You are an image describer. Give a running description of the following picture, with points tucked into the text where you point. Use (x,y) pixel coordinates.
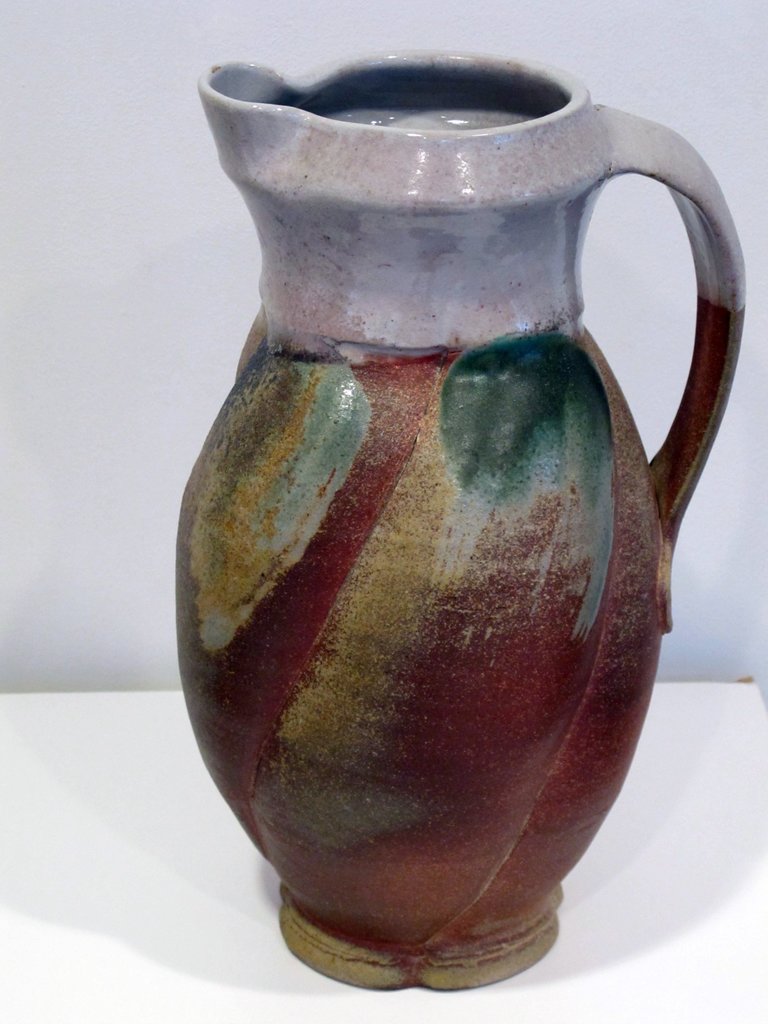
In this picture there is a pitcher (472,709) which is in brown and ash color.
